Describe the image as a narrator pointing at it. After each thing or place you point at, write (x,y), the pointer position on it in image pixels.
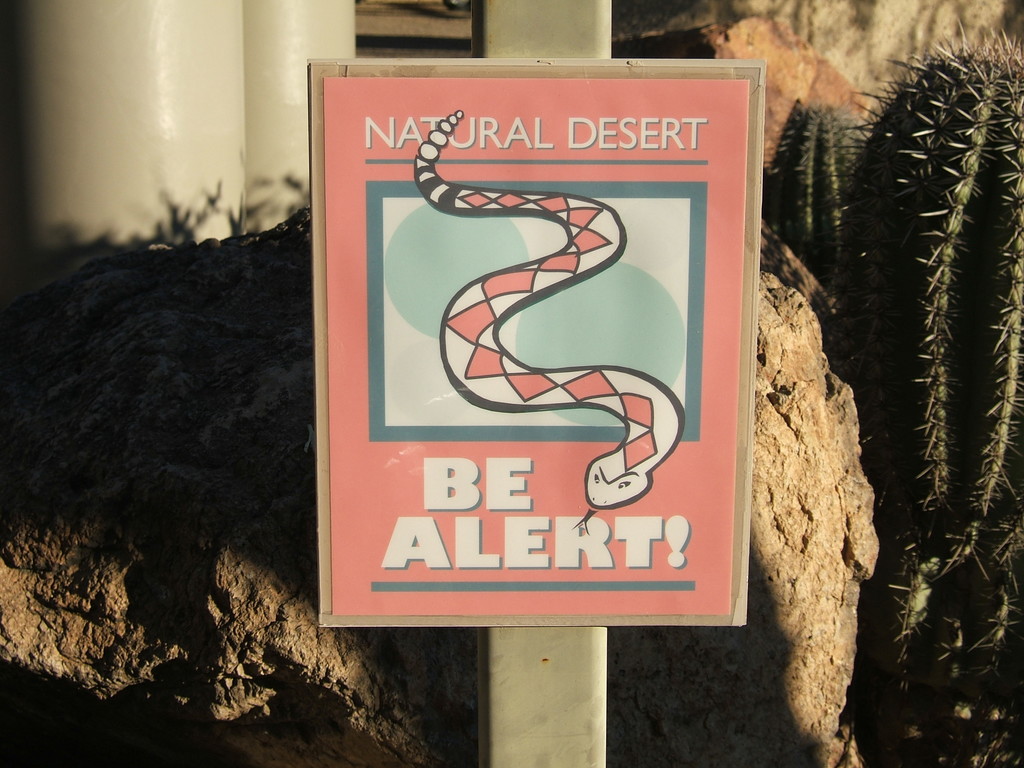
In the picture we can see a pole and a board (390,550) in it, on it we can see natural desert be alert and behind it, we can see some rocks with some plants (803,197) on it and besides we can see a cactus plant (921,305) with spines (936,281) to it.
